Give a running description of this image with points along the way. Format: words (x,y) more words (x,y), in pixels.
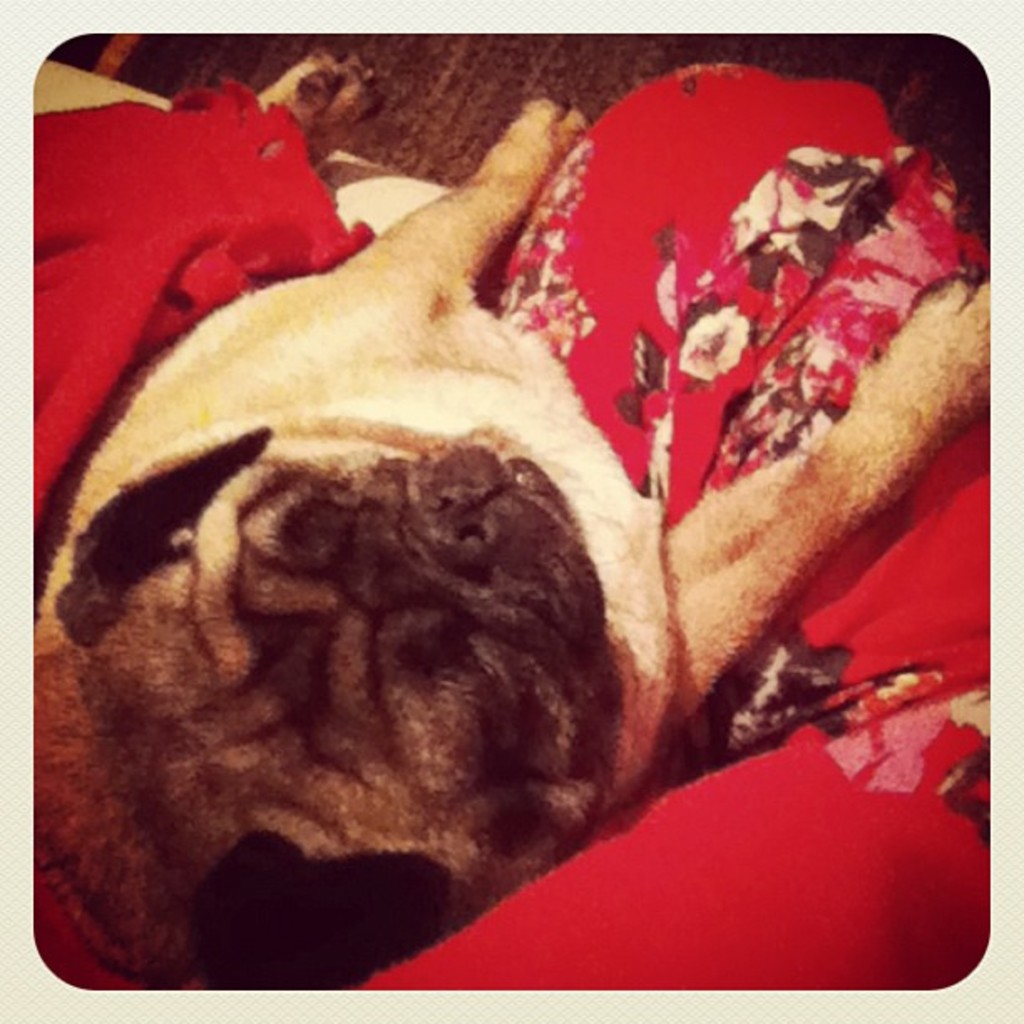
In this picture I can observe a dog (362,503). The dog (420,417) is in cream and black color. I can observe red color cloth (200,318) on the dog (224,347). In the background (443,142) there is a floor (456,134).
